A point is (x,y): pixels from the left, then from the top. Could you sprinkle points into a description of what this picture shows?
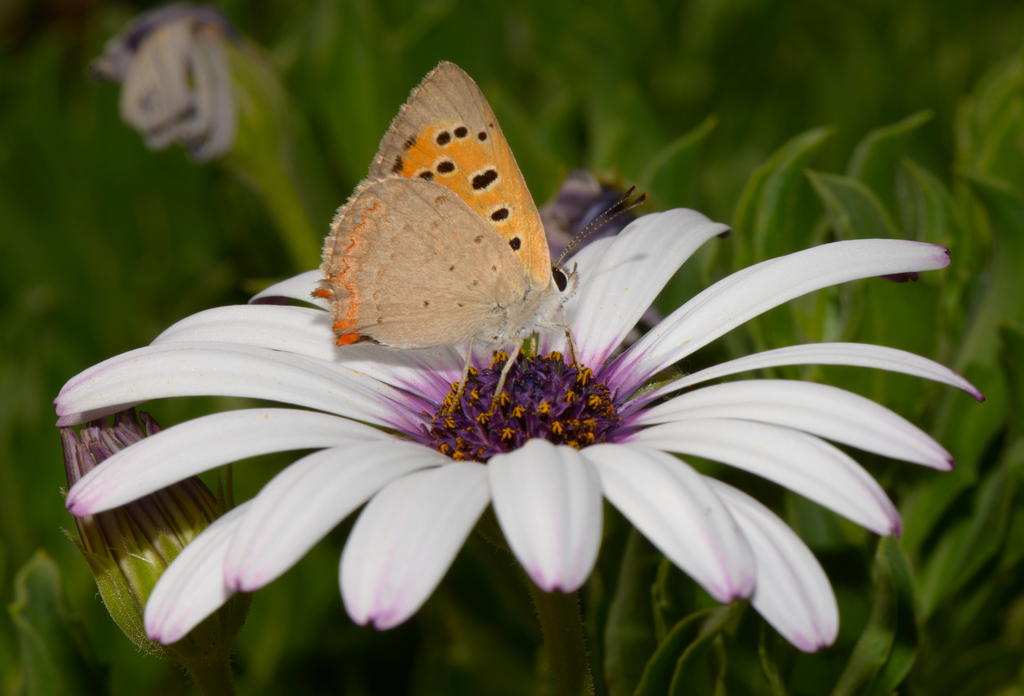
In this picture I can see flowers (354,558) and few plants (873,318) and I can see a butterfly (405,277) on the flower (368,358) and the flower (403,373) is white and purple in color.
